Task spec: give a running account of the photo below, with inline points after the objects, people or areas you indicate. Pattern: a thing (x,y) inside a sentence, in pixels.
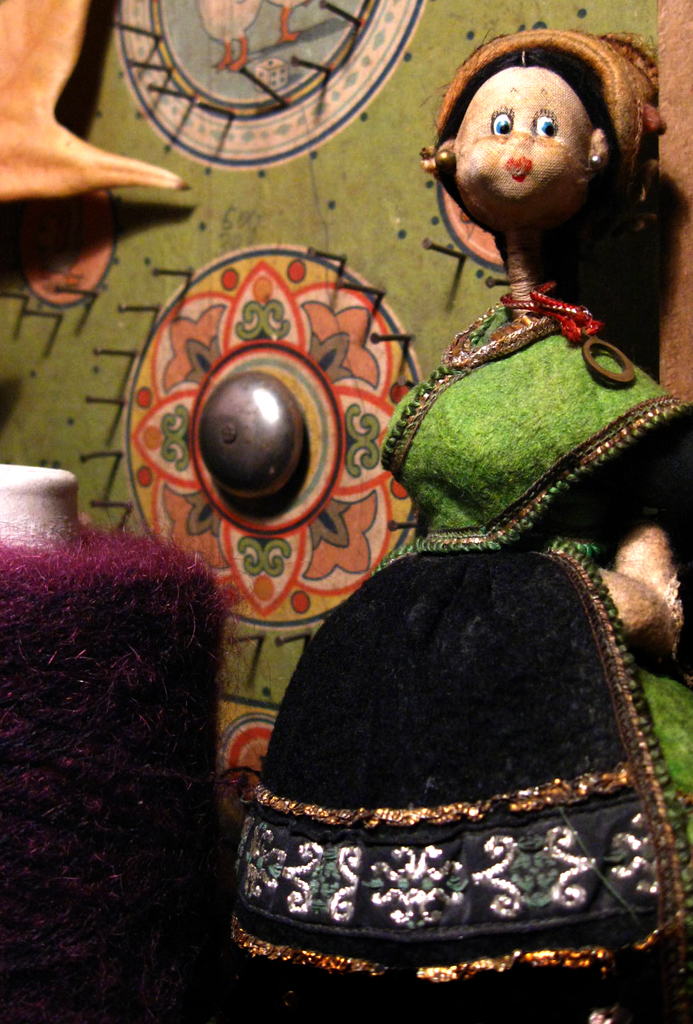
In this image there is a depiction of a person (410,572) is on the right side of this image (506,481), and there is one object (131,663) kept on the left side of this image (112,737).
